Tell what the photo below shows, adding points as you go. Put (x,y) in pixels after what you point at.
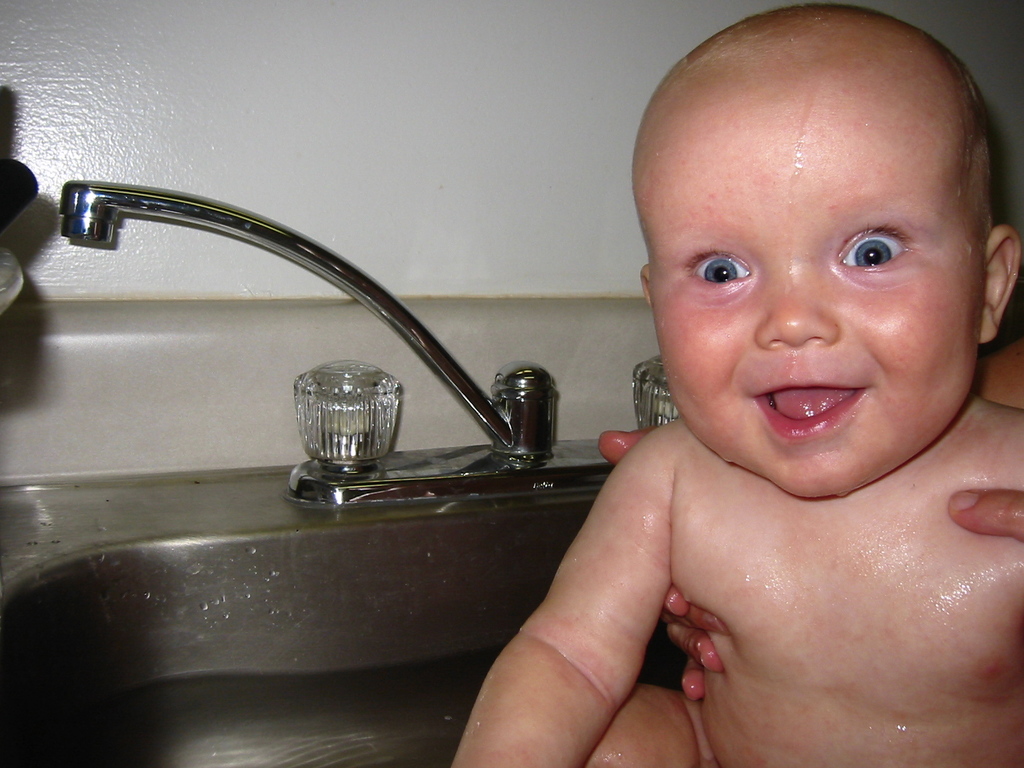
In this image we can see there is a person's hand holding a baby (753,694) in the water (394,724), behind the baby (625,703) there is a tap (463,459) and a wall (311,131).
